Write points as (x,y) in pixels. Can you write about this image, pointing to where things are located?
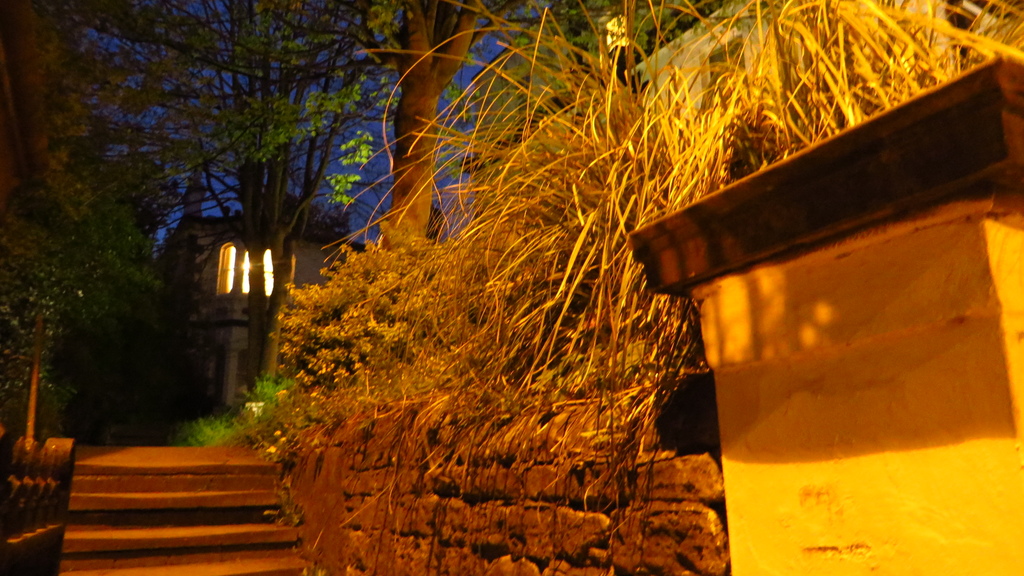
In this image there is a wall (427,461) to that wall (349,522) there are steps (137,515) on either side of the steps (85,493) there are trees (70,374), in the background (191,278) there is a house (212,247).
